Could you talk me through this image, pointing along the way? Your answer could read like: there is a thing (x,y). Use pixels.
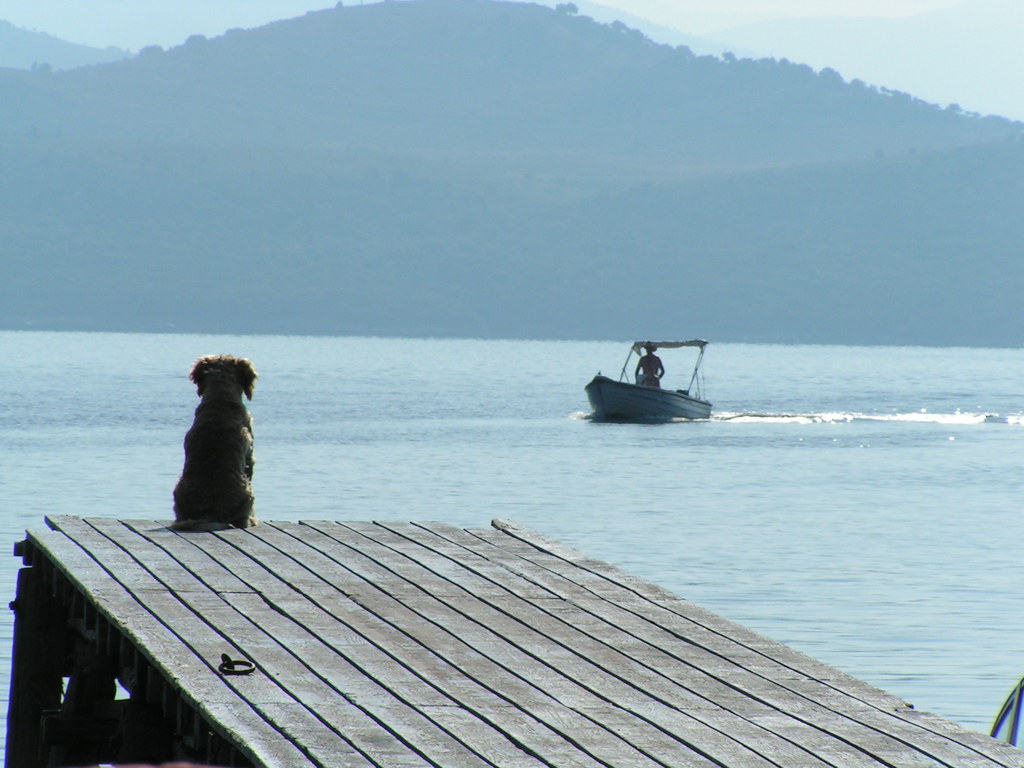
In this image I can see the wooden bridge (394,628) and the dog (239,396) which is sitting on the bridge (234,532). I can see the water (469,418) and on the surface of the water (682,432) I can see a boat (691,383) and a person (656,378) in the boat (659,392). In the background (642,250) I can see a mountain (542,147), few trees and the sky (174,43).
